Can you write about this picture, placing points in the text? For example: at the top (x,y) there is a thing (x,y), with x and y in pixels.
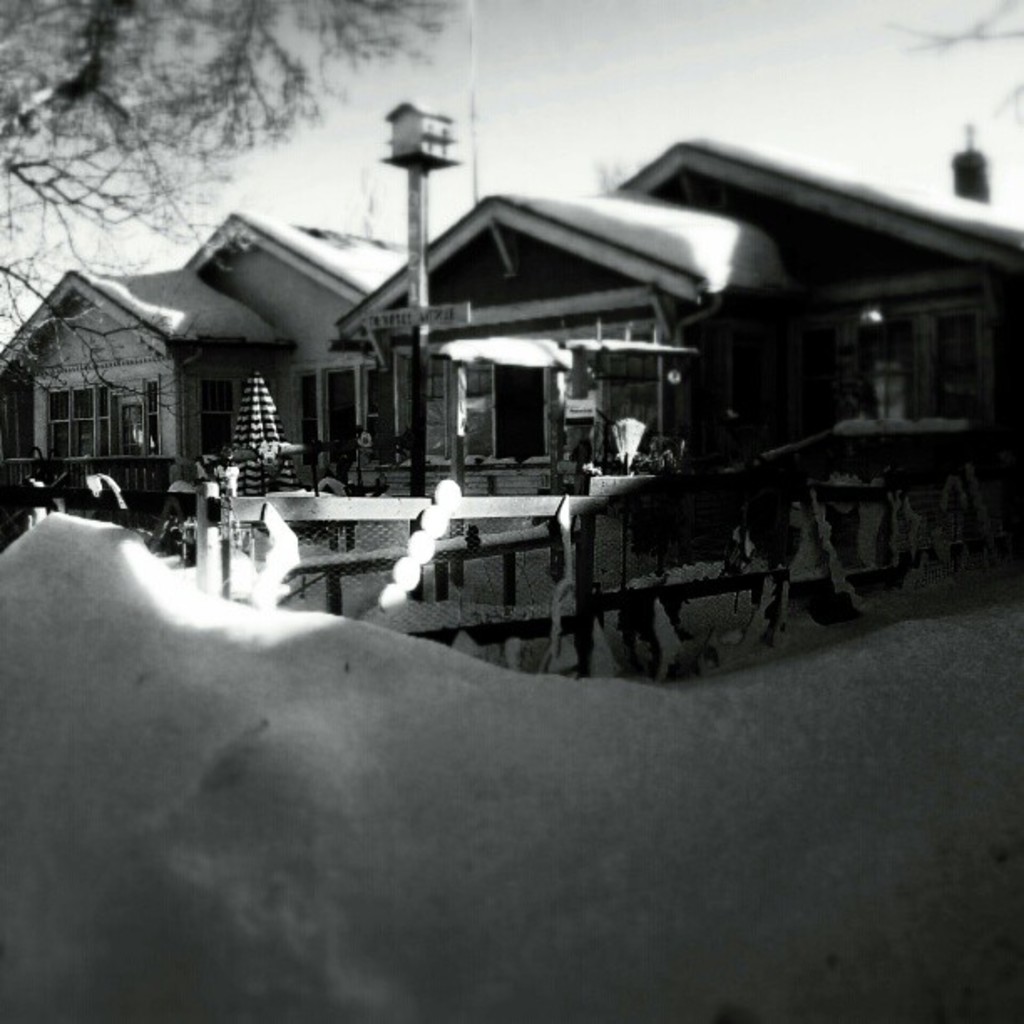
This is a black and white image in this image in the center (343,428) there are some houses (518,297), pole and there are some fences (123,495). At the bottom (552,767) there is snow (797,809), and in the background (151,62) there is a tree (226,107) and at the top of the image (333,81) there is sky (553,91).
